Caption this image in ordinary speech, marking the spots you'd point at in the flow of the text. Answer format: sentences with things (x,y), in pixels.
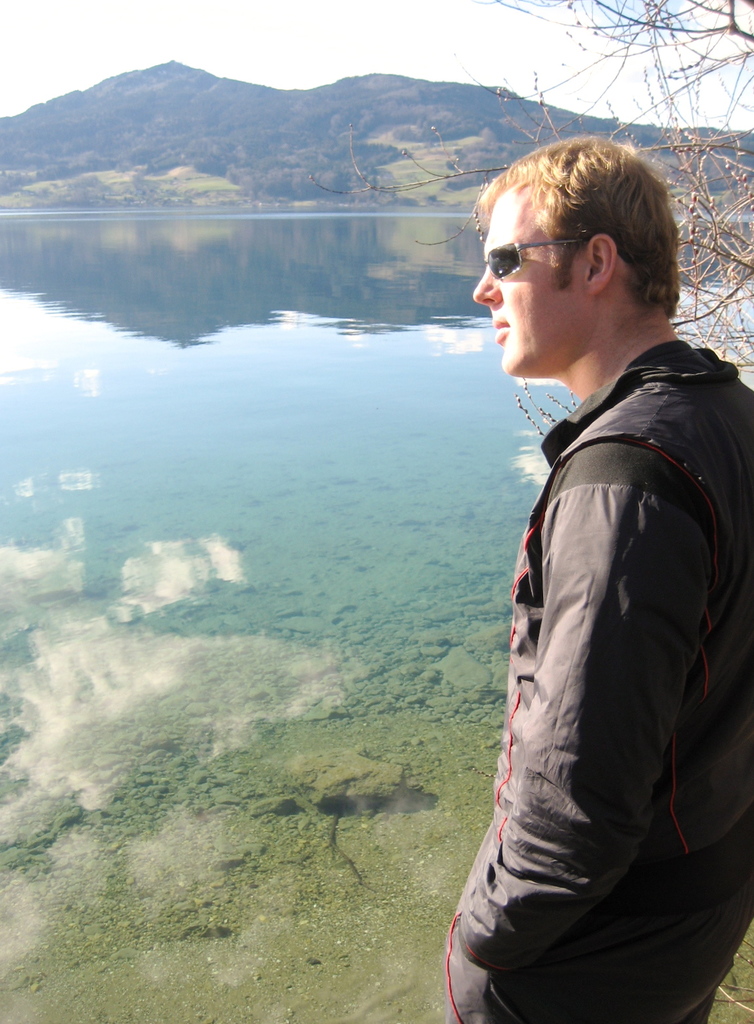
In this picture we can see a man (586,663) in the black jacket (584,771) is standing and in front of the man (605,580) there is water (223,397), hill (224,153), tree (644,52) and the sky (302,34).
